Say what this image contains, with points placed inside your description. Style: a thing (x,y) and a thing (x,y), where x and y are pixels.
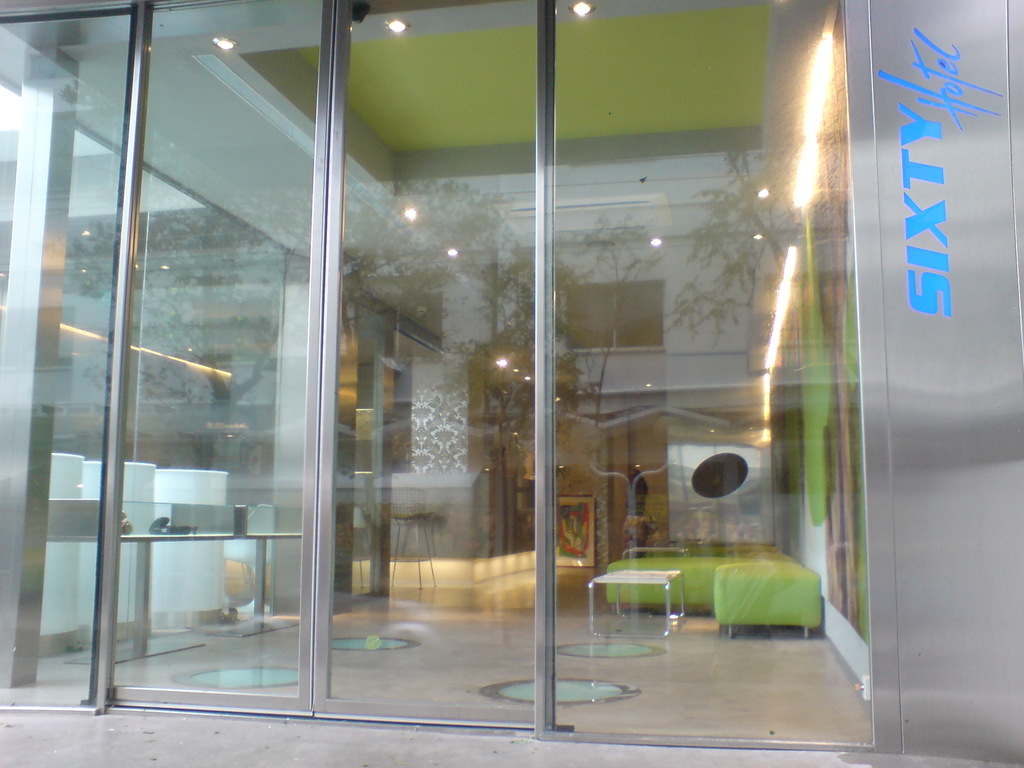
In the foreground (272,595) there is a glass (197,501) through which we can see the inside of a room (401,507). On the left side of this room (166,514) there are few tables (69,512) on which some objects (242,525) are placed. On the right side (719,565) there is a couch (691,570) and a small table (636,579). In the background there are some more objects (568,520) placed on the floor (508,610). At the top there are few lights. On the right side of this image (928,255) there is a metal object (928,294) on which I can see some text (918,232).
